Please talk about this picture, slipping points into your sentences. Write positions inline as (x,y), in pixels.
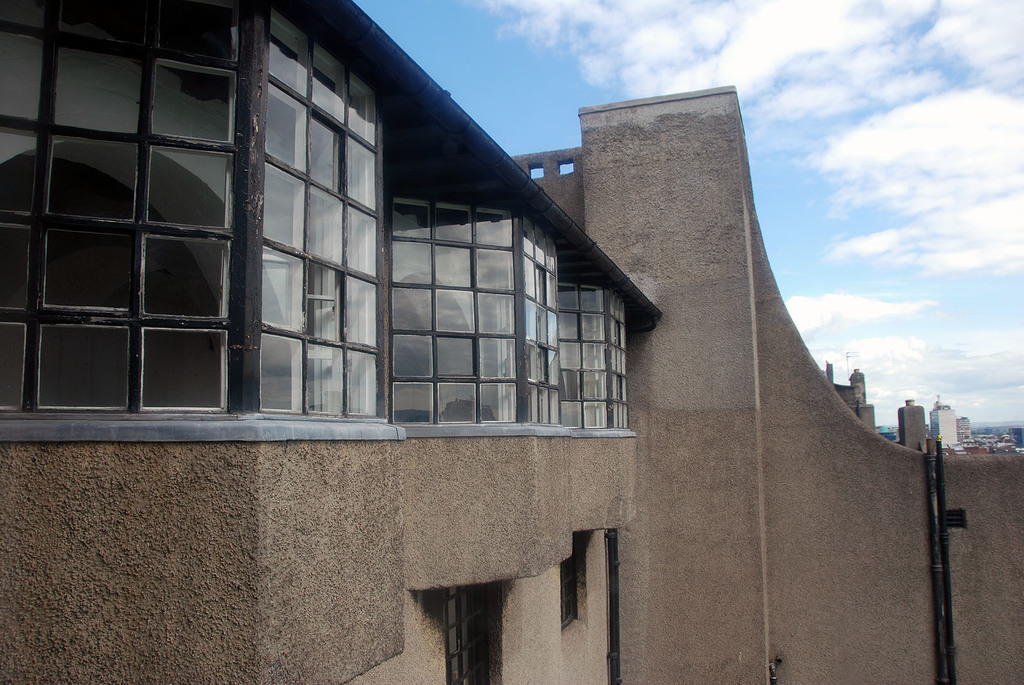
In this picture we can see the buildings (880,438), wall (772,402), pole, windows (467,623), pipes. At the top of the image (819,71) we can see the clouds (854,164) are present in the sky (838,240).
